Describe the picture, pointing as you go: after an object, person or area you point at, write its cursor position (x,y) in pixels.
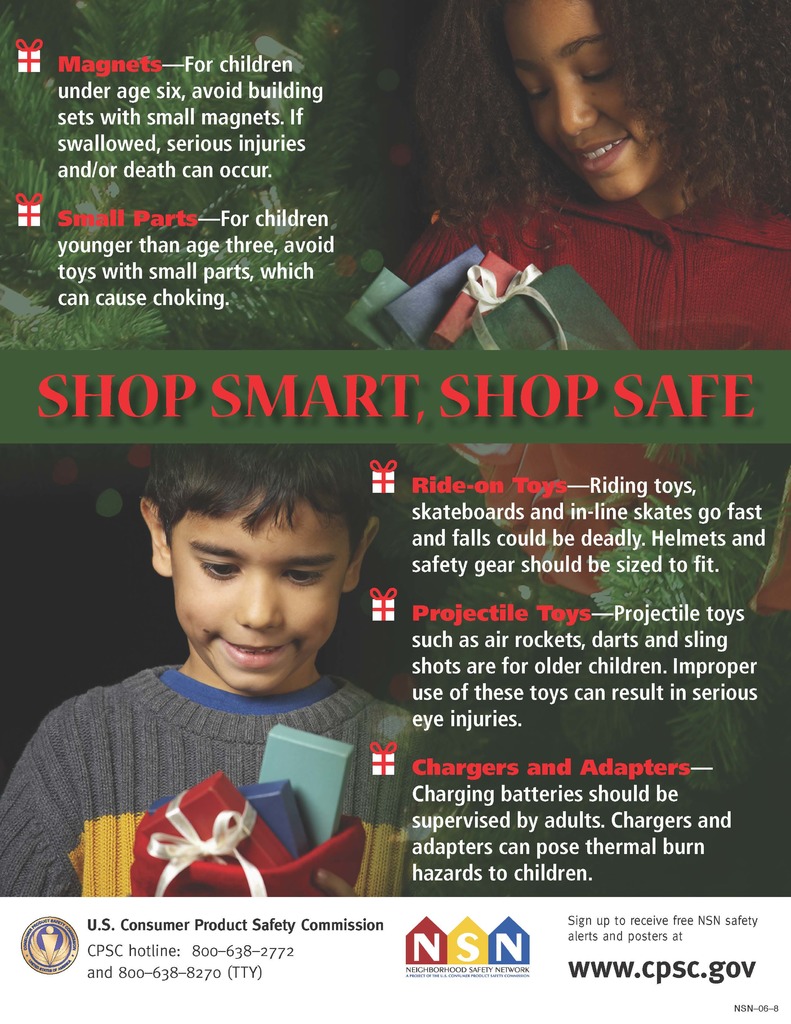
In this image, we can see a poster (453,478) with some images (713,275) and text (435,802).
